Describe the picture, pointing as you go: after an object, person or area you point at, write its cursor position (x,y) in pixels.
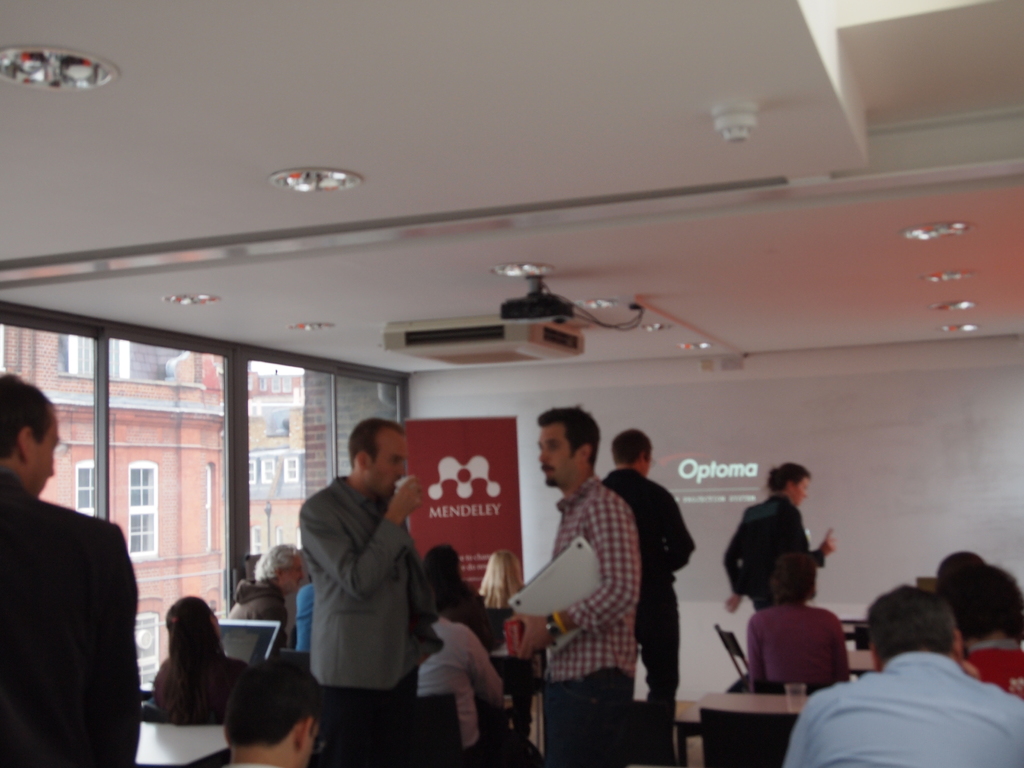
In this picture I can see few people (370,757) standing and few are seated and I can see glass (795,695) on the table (783,706) and a laptop (270,651) and I can see an advertisement hoarding (478,507) on the left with some text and I can see a projector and projector light (758,499) displaying on the wall (876,556) and few lights (95,65) on the ceiling (404,221) and from the glass (277,419), I can see buildings (179,474).
